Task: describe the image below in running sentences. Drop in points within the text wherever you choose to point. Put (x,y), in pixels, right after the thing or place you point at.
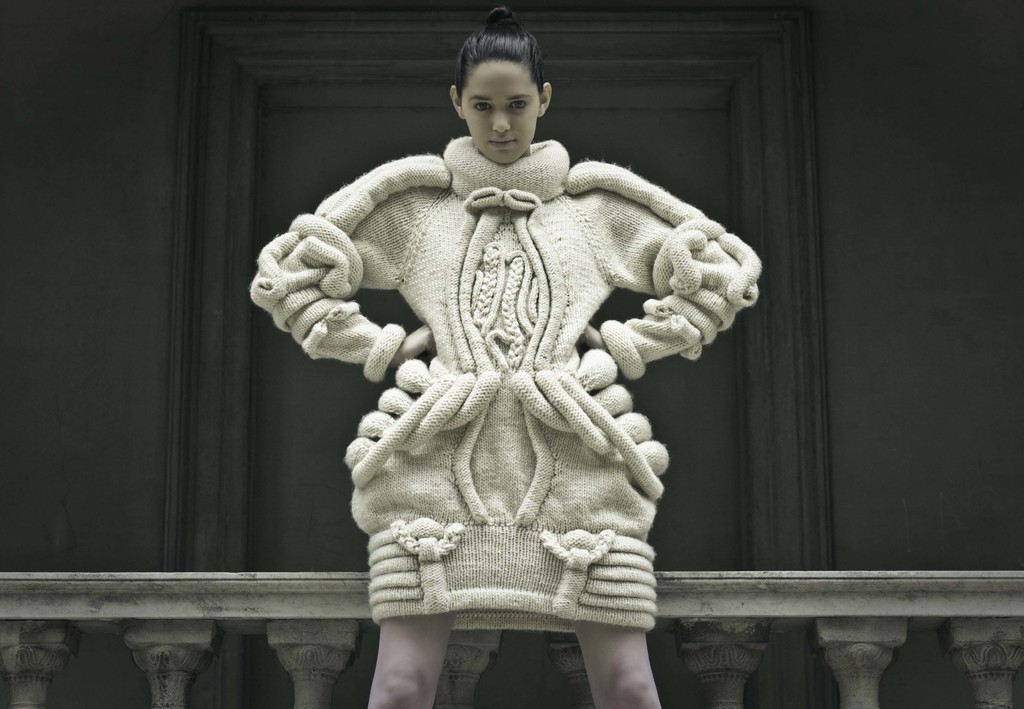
In the center of this picture (615,265) we can see a person (463,427) wearing a dress (482,381) and standing. In the background (743,611) we can see the wall (923,513), guardrail (917,605) and some other object (758,154).
